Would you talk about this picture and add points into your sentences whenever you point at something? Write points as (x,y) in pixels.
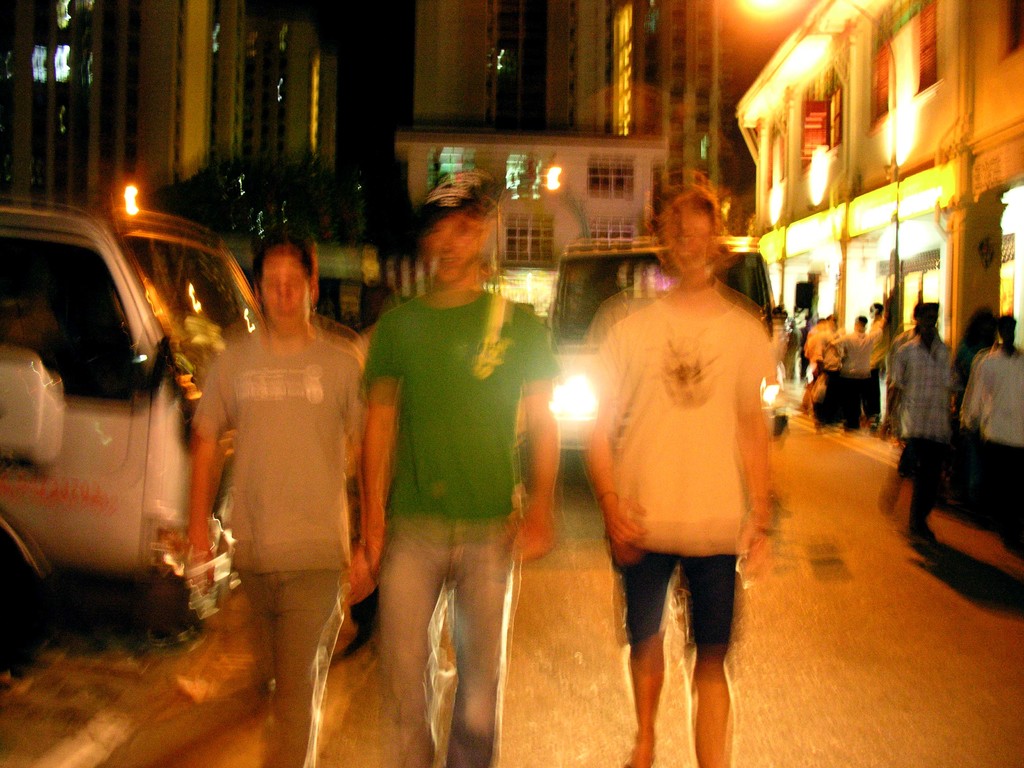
In this image we can see a group of people (473,495) and some vehicles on the road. On the backside (627,167) we can see some building (496,269) with windows (545,229) and a street light (897,289).
